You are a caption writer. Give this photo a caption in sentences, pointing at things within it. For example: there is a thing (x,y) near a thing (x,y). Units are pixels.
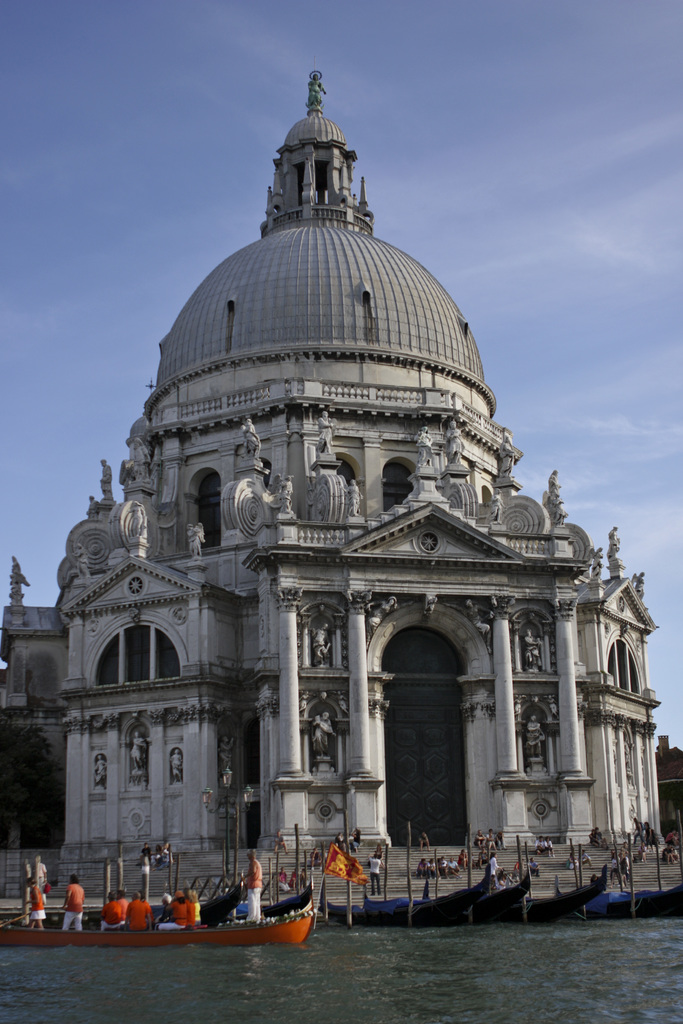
In the center of the image (358,547) we can see a building (353,638), pillars (358,698), door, windows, sculptures (391,596). At the bottom of the image (350,903) we can see the stairs (415,849), poles (469,878), boats (386,901), water (353,956) and some persons (458,861). At the top of the image (378,121) we can see the clouds (644,284) are present in the sky (103,306).
